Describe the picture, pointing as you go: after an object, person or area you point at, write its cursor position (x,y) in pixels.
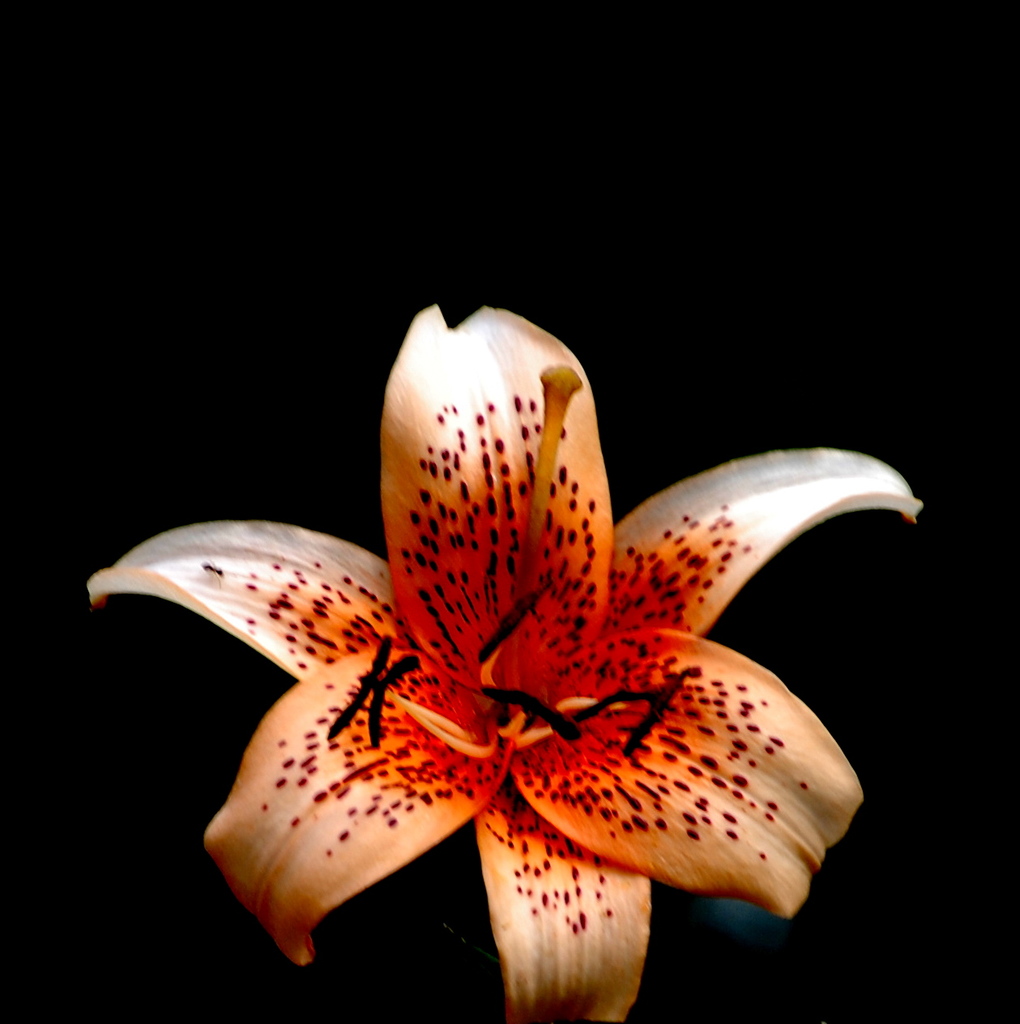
There is a lily flower (521,736). In the background (486,232) it is dark.
